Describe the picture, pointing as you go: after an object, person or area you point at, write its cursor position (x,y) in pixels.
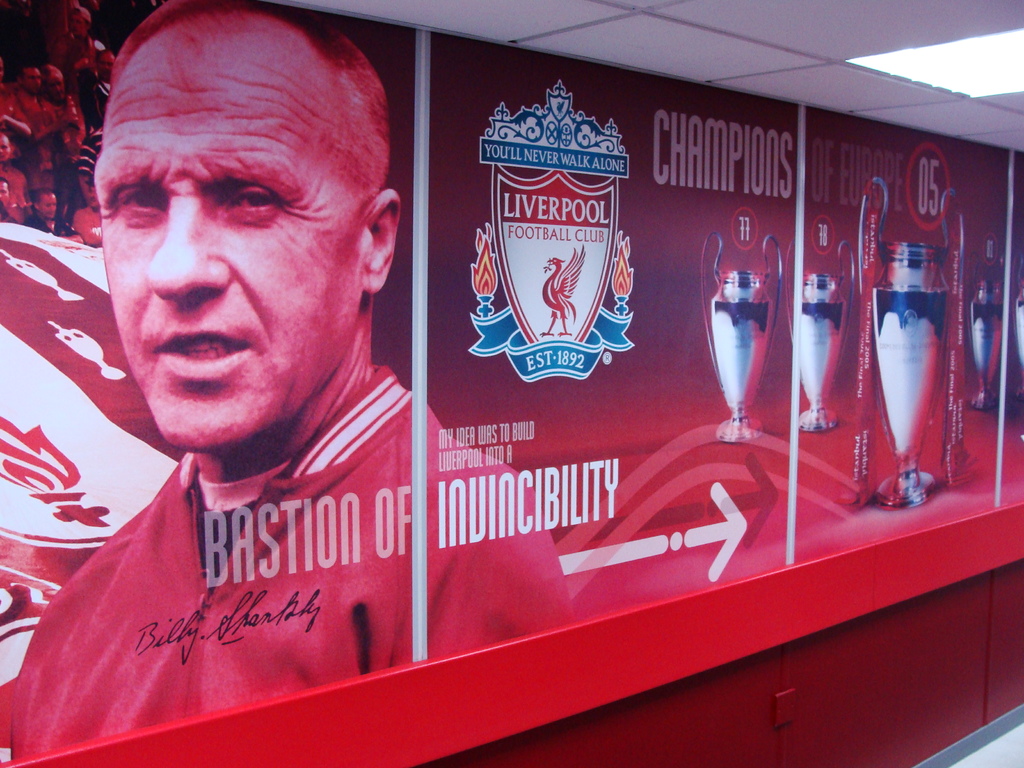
In this image there is a wall poster (450,477) as we can see in the middle of this image (528,405). There is a person's image (267,323) is on the left side of this image (255,443) and there are some picture of a cups (914,388) as we can see on the right side of this image (738,357), and there is a logo of a football club (597,265) in the middle of this image (564,316). There is some text (514,428) written in the bottom of this poster (459,561).
